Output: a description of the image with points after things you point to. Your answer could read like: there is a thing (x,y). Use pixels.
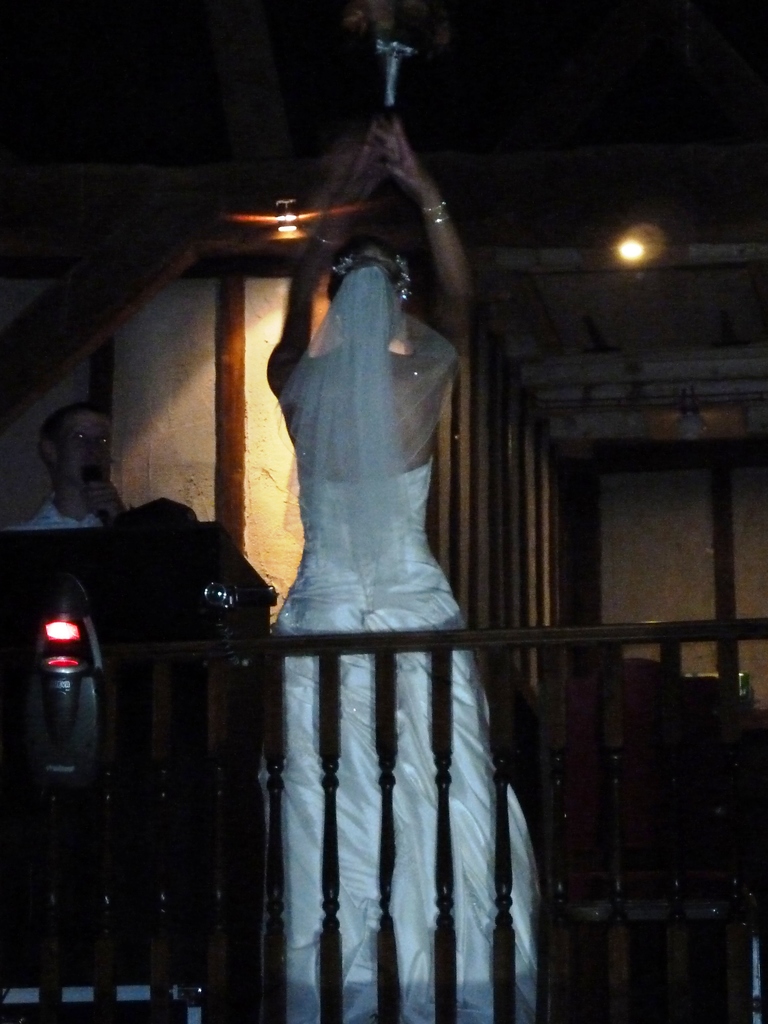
In this image we can see there is a bride (380,254) standing in the middle of room (269,420), behind that there is a man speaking in the micro phone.
